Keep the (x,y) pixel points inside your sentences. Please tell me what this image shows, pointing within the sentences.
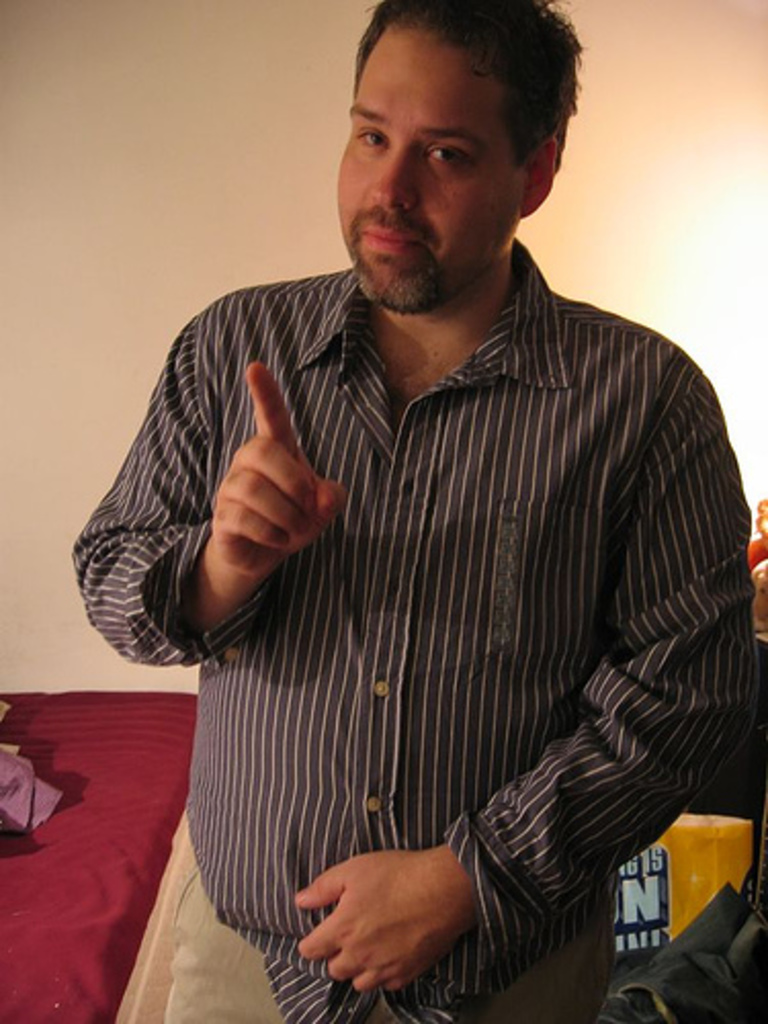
As we can see in the image there is a white color wall (121,371), bed (61,804) and a man (369,746) standing in the front (388,662).
